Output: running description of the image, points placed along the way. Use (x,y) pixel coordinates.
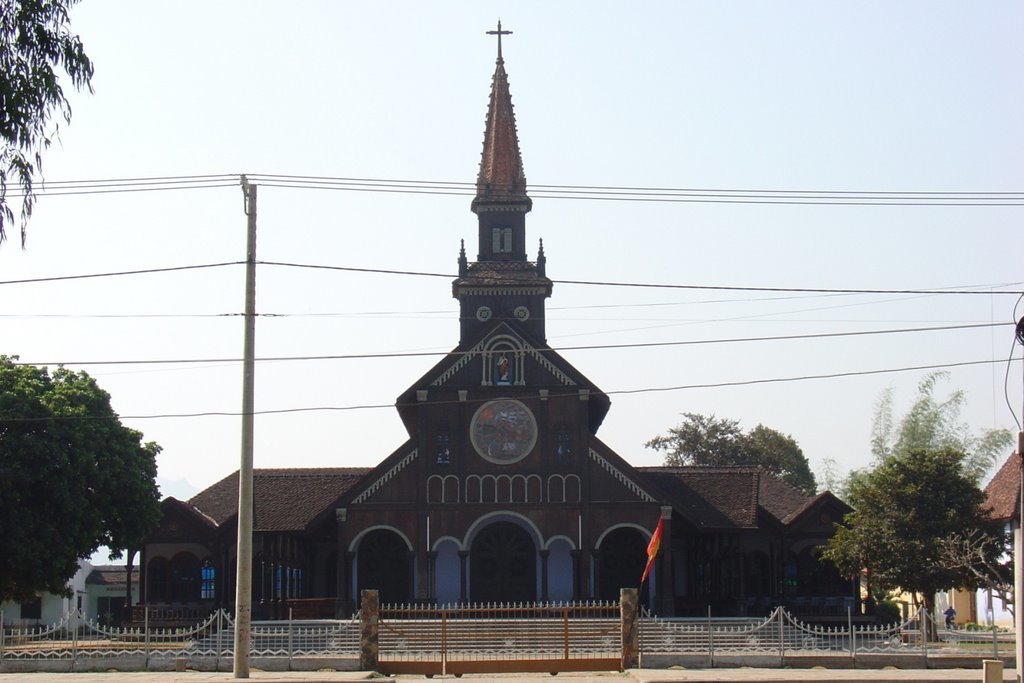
In this picture, we can see a few buildings (537,346), trees (928,480), person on a bike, gate (564,647), fencing (649,647), poles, wires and the sky (809,354).
